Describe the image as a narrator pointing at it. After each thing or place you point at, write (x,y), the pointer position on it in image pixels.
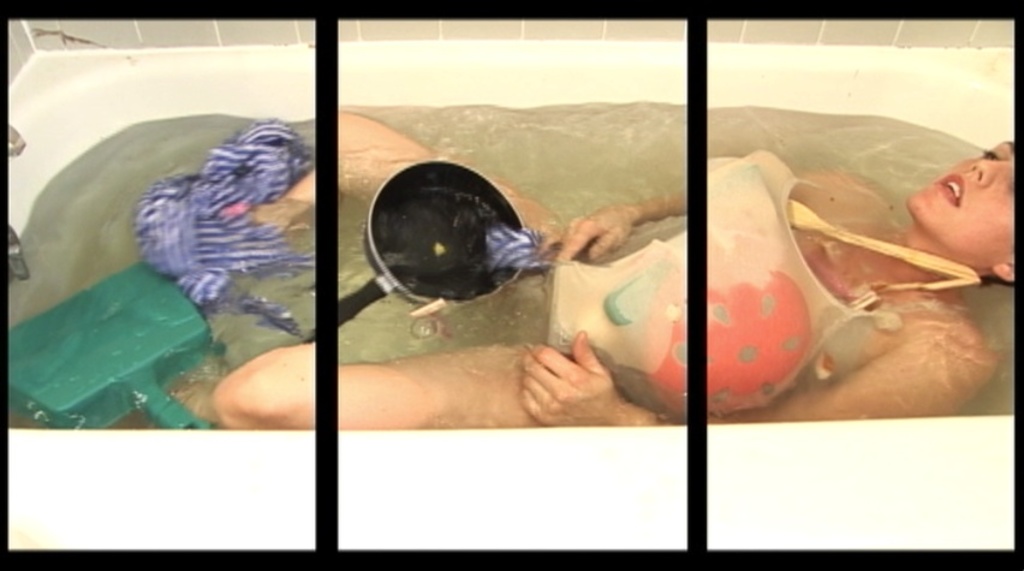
In this image we can see a person (562,246) in the bath tub (231,75), in the bathtub (254,47) we can see a cloth (217,159), pan (420,250) and an object (109,302), in the background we can see the wall (980,27).
